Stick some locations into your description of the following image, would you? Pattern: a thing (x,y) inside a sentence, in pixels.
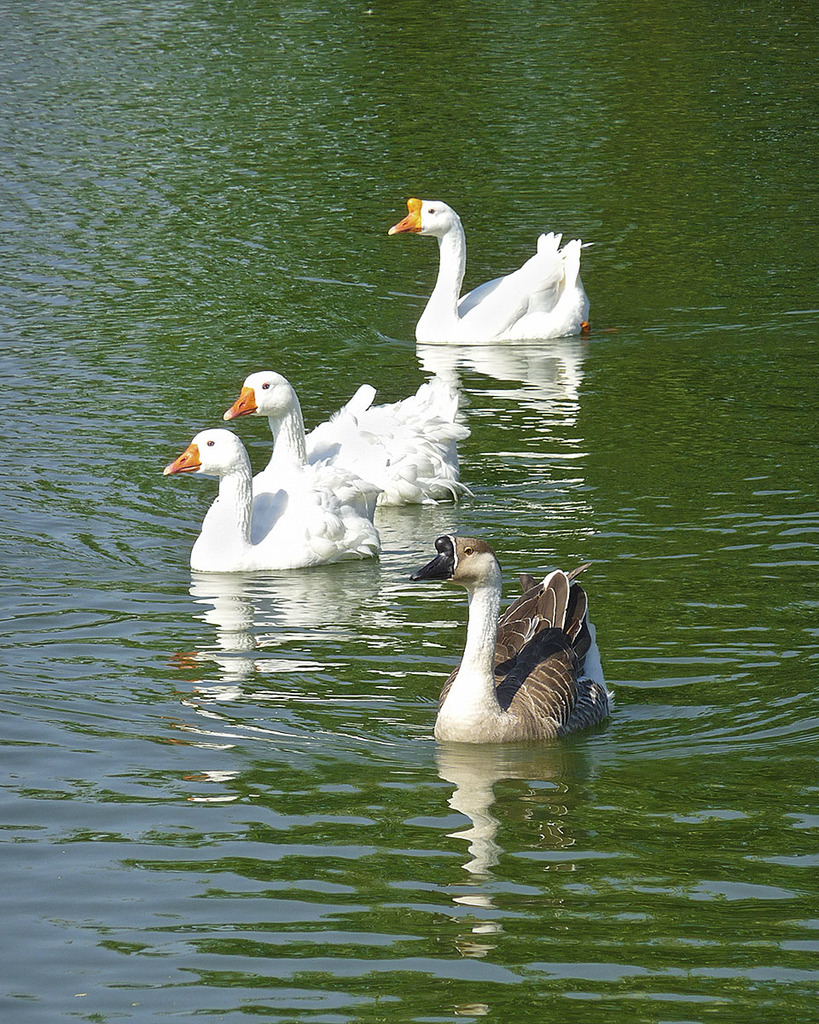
In this image we can see some geese (546,299) are in the water (286,331).
